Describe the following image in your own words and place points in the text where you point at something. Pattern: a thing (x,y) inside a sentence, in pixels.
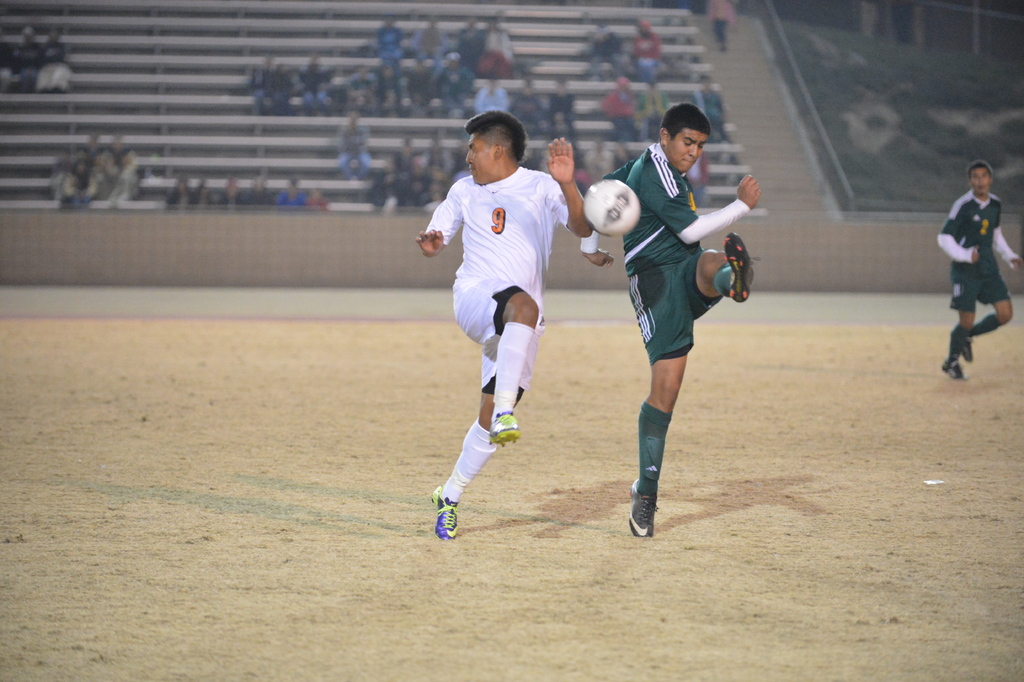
The image is in the ground (289,462). there are players (643,245) playing football. In the middle (505,230) one player (505,233) is wearing white jersey (484,278). Beside him one player (662,239) is wearing green jersey (664,212). He is in position of kicking the ball (603,203). A player (978,266) in the right side (949,253) is wearing green jersey (964,259). He is in a running position. in the background (178,137) there is gallery (176,70). In the right top corner (863,101) there are grasses (908,54).
